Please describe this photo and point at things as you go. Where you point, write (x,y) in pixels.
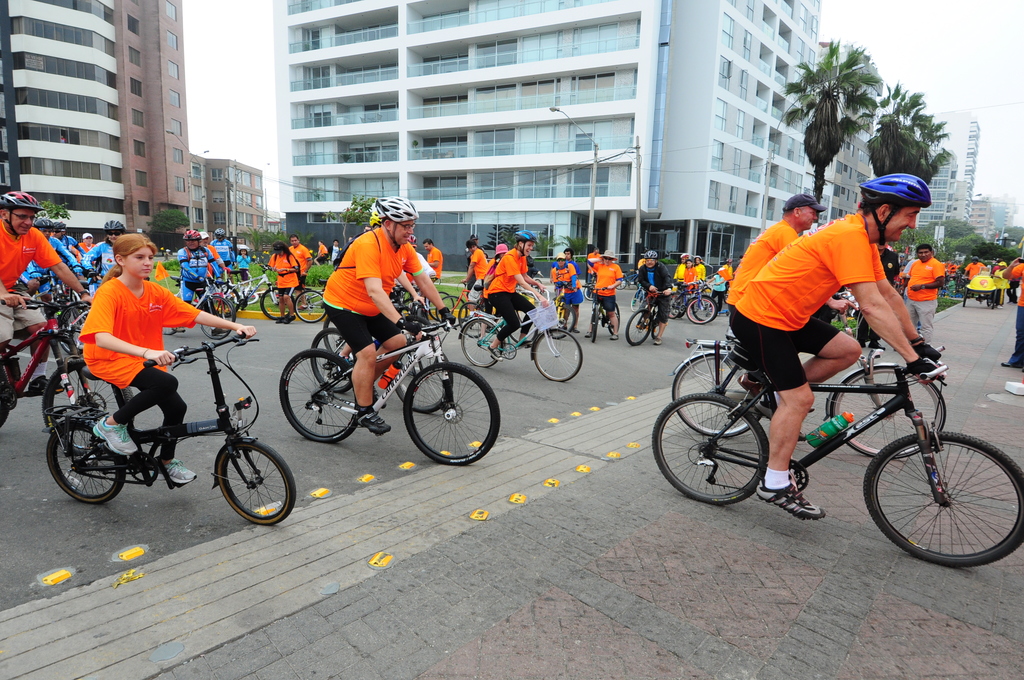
In this picture there are many cycles (65,344) on the road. Everyone (14,332) in this image who are riding bicycles (469,303) are wearing orange t shirts (45,265) and blue t shirts (77,247). Among them the first man (807,388) who is riding the bicycle (767,386) on the right side (834,371) is wearing orange t shirt (862,244) and blue helmet (889,187). The girl (138,349) on the left side (162,354) is wearing orange t shirt (146,330) and riding small bicycle (157,441). There are few buildings (446,107) in the background of the image (561,58) and also there are few trees (878,138) in the background of the image (992,244).
